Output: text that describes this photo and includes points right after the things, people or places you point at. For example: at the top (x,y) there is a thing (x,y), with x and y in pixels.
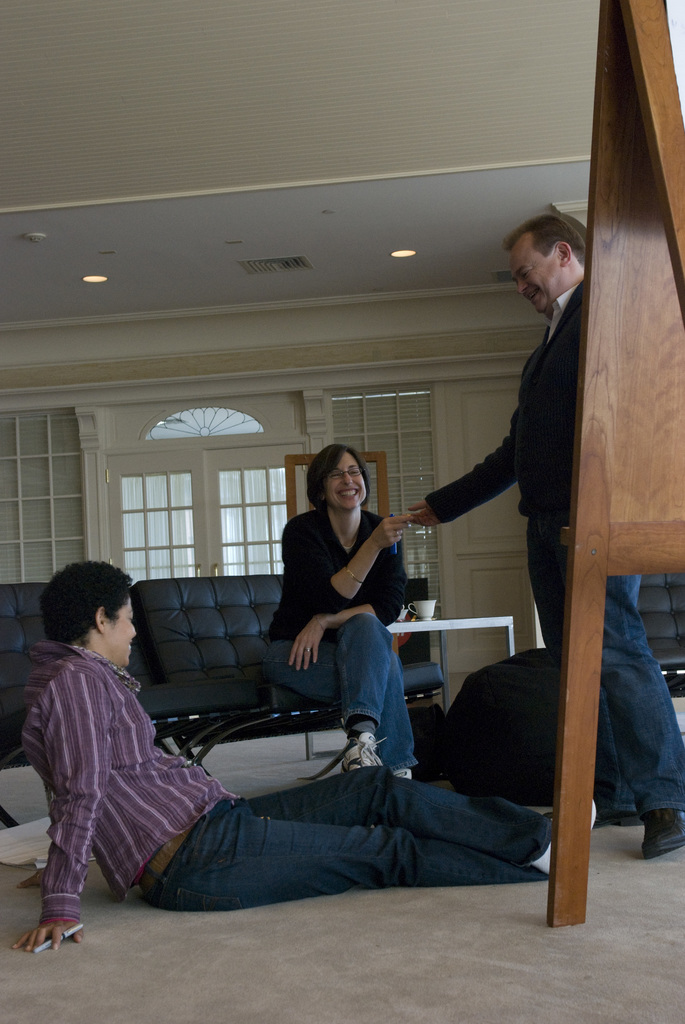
In this picture we can see three persons (390,617) on right side (576,330) man (562,471) is standing and giving to the middle woman (309,476) where she is sitting and smiling and on left side (125,601) man (116,750) sat on a floor (133,892) holding pen (76,927) in his hand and in background (180,699) we can see windows (226,479), chairs (217,584), table (403,628) and on table (455,625) cup (421,605).
